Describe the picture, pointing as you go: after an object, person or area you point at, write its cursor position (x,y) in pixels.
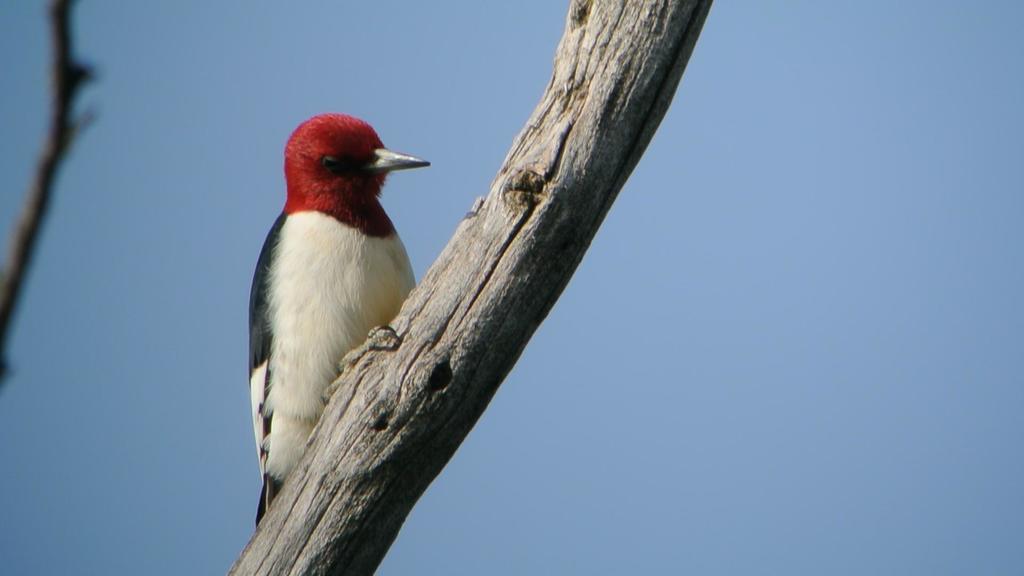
In this image I can see a bird (340,329) and the bird (348,280) is in black, white and red color. The bird (344,225) is on the trunk (355,366), background (837,184) the sky (139,237) is in blue color.
